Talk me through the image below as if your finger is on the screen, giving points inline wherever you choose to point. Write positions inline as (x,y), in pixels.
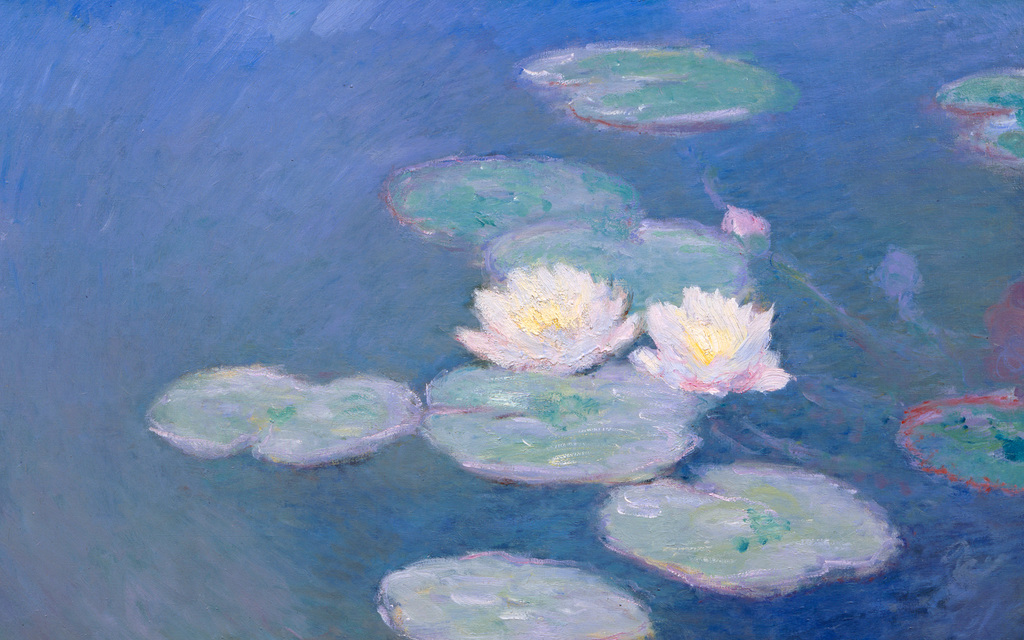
In this picture there are lotus flowers (663,334) and green leaves (594,392) beside it on the water (442,306).
